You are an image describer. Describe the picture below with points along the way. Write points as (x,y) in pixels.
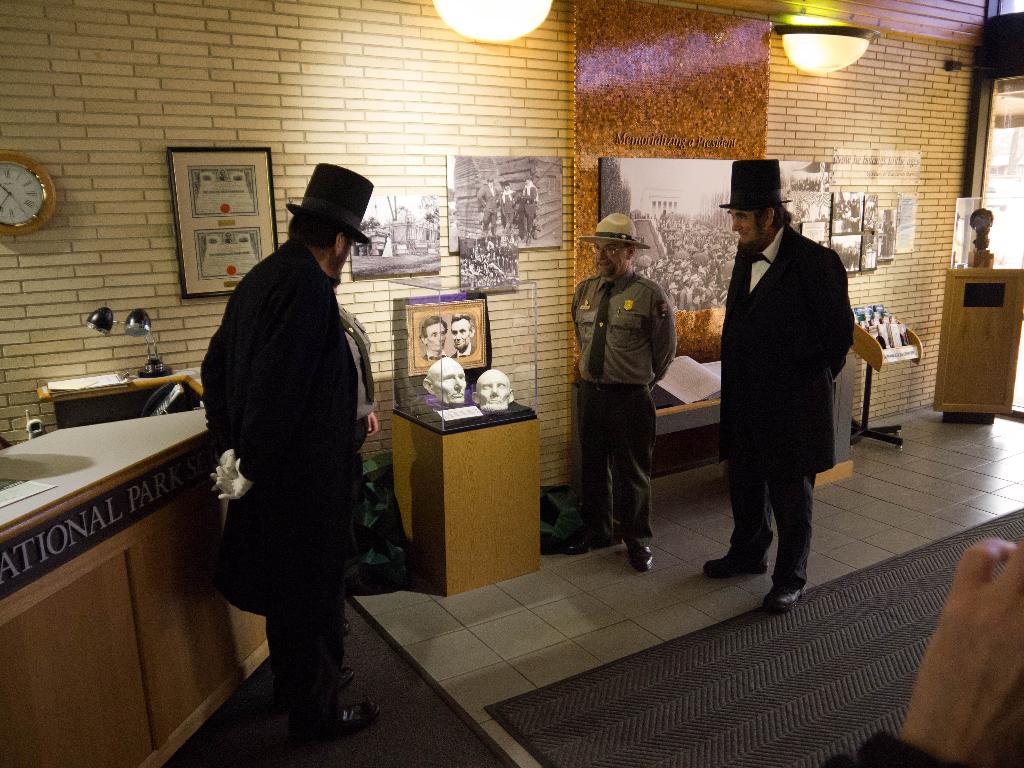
In the picture I can see a four men (787,304) standing on the floor (838,512). I can see two men (741,338) wearing a suit (300,417) and there is a cap (317,216) on their head (340,245). I can see another man (643,328) wearing a shirt (634,369) and there is a cap (615,233) on his head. I can see the hand (979,582) of a person (955,600) on the bottom right side (941,707). I can see the carpet (872,582) on the floor (962,427). I can see a wooden block (993,374) on the floor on the right side (972,349). I can see a glass box (467,350) on the table (488,451) and there are face sculptures (497,385) in the box (506,358). I can see the photo frames (545,165) on the wall (367,159). There is a clock (28,226) on the wall (60,214) on the left side (25,212). I can see the lamps (799,62) at the top of the picture (810,51).
